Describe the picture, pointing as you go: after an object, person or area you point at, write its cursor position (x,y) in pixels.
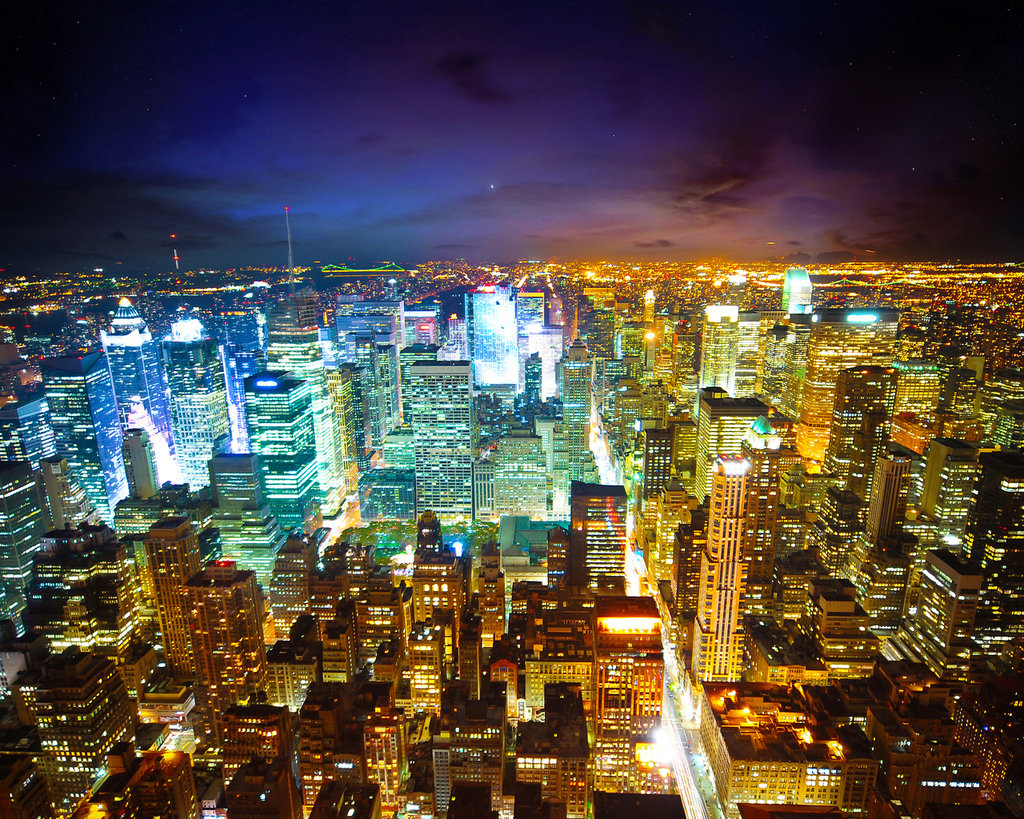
This picture is clicked outside. In the center (586,404) we can see there are many number of buildings (483,403) and skyscrapers (370,357) and we can see the lights (124,303). In the background (443,182) there is a sky (623,157) and some other objects (92,273).
